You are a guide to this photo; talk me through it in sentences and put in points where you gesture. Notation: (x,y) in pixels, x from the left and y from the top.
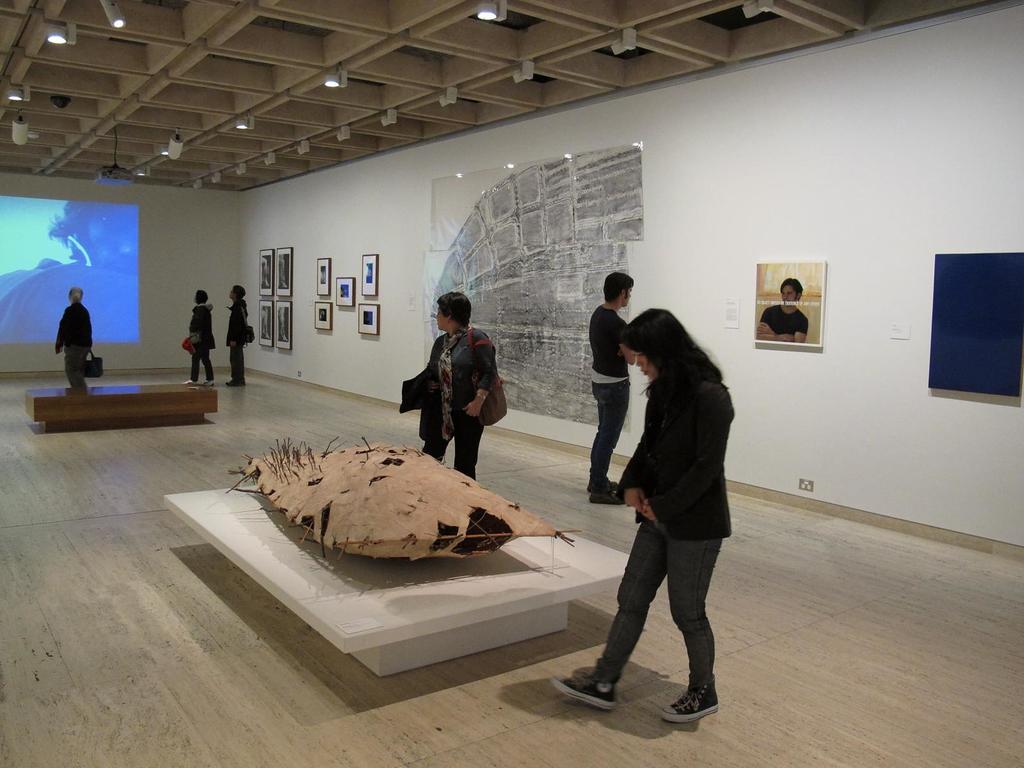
In this image there is a room (138,277) where so many photo frames (324,312) are on the wall (513,429), also there are so many people (708,673) walking and there are some things (315,534) on the tables (472,589).
